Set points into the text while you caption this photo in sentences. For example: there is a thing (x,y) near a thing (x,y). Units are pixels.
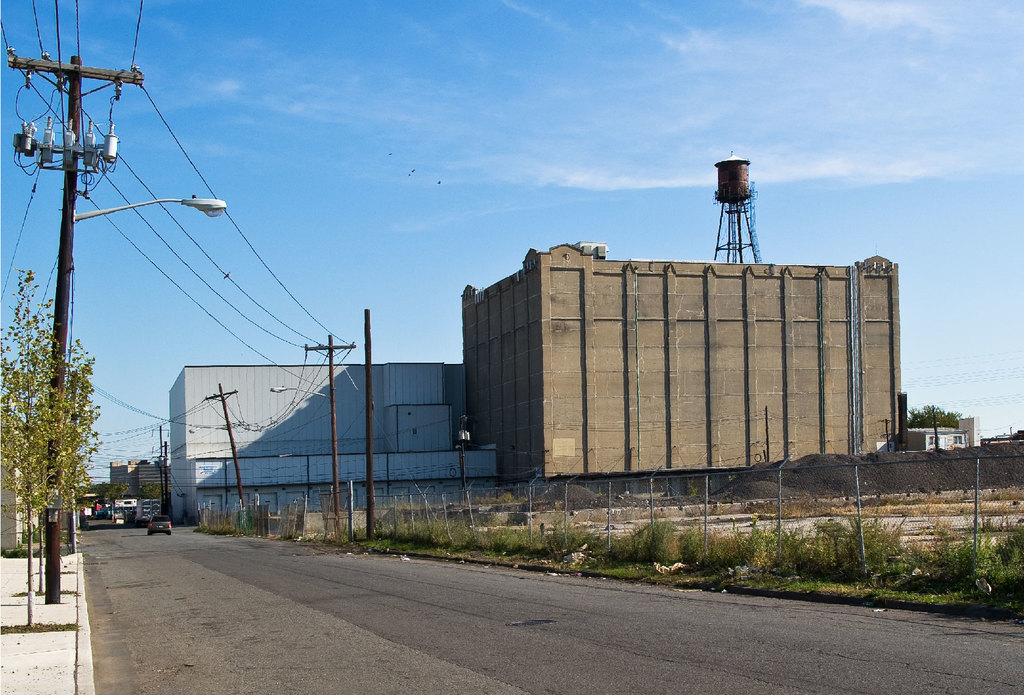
In the image it looks like a factory (493,353), there is a water tank (726,184) above the building (636,315) and on the either side of the roads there are small plants (72,459) and current poles (78,127). Many wires (183,260) are attached to the current poles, there is some vehicle (160,532) moving on the road (130,533).
